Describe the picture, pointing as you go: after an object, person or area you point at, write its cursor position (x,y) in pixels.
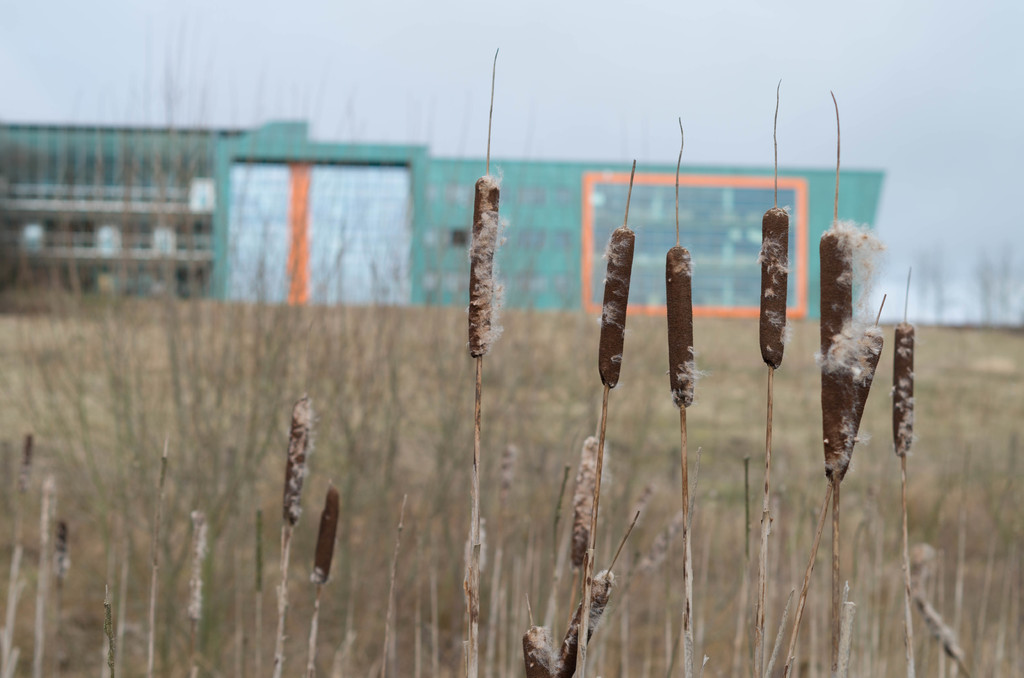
In this image we can see the grass (438,414) with cattails (480,390) and at the back (396,262) there is a building (602,210) and the sky (635,83).
